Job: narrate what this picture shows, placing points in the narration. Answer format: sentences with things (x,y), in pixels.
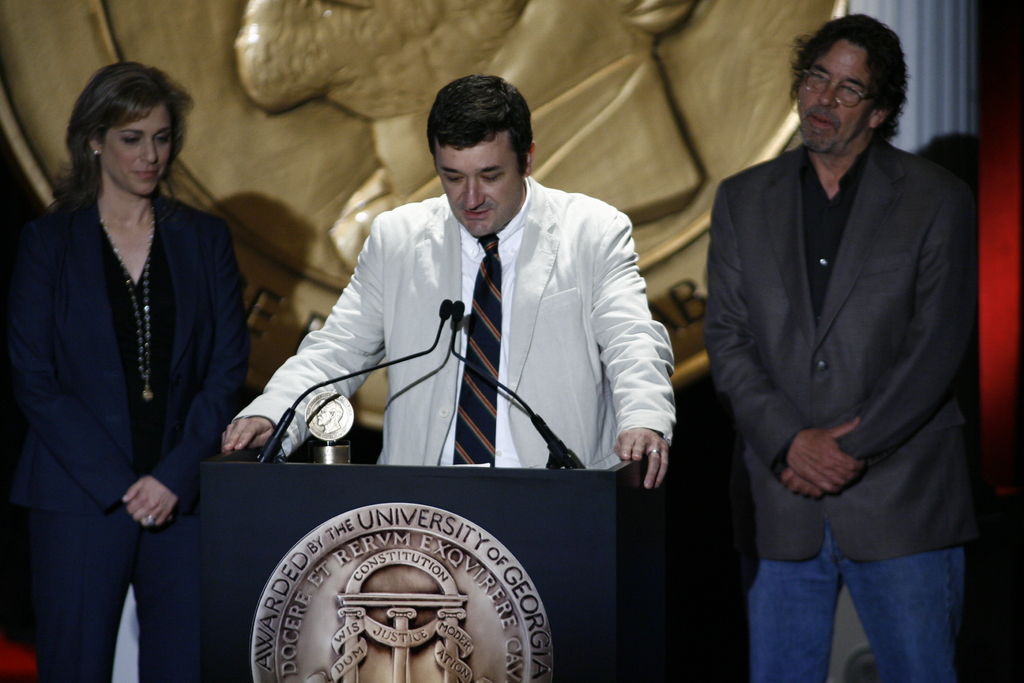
There is a man (431,401) talking on the mike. This is a podium (457,579) and there is a trophy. Here we can see two persons (745,453) and there is a pillar (966,97).
